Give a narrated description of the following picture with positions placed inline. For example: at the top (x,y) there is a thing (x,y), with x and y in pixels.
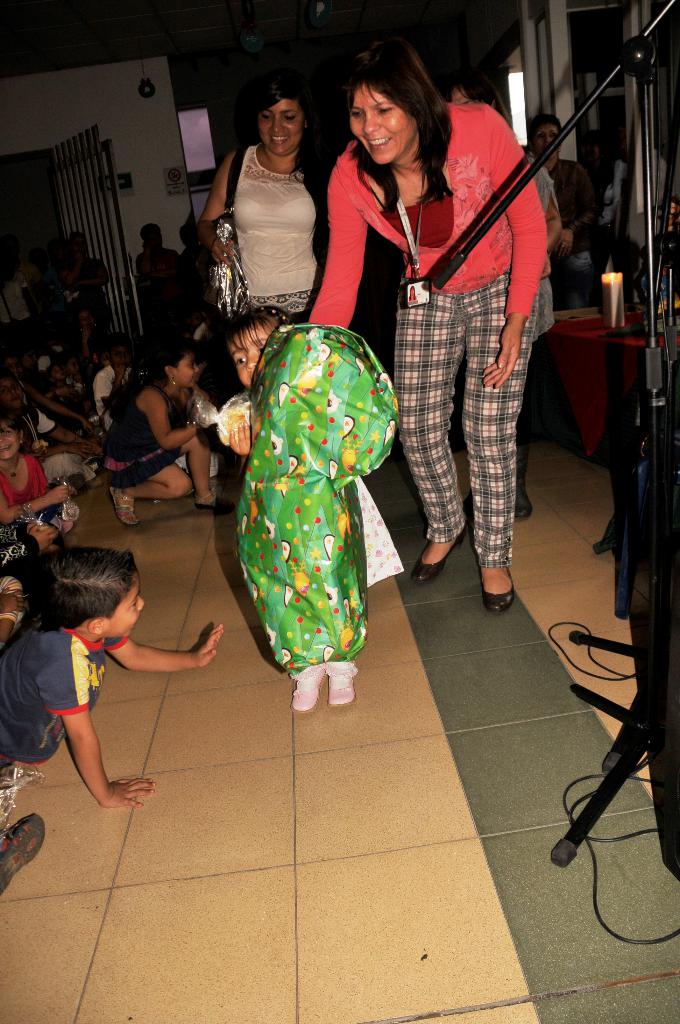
In this image, we can see a group of people (398,163). Few are sitting and standing. Few are smiling. Here we can see the kid (247,374) is holding some objects (322,482). At the bottom (413,879), there is a floor (399,917). Right side of the image (645,695), we can see few stands (666,614), wires (661,940). Background (152,145) there is a wall (171,156), stickers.
